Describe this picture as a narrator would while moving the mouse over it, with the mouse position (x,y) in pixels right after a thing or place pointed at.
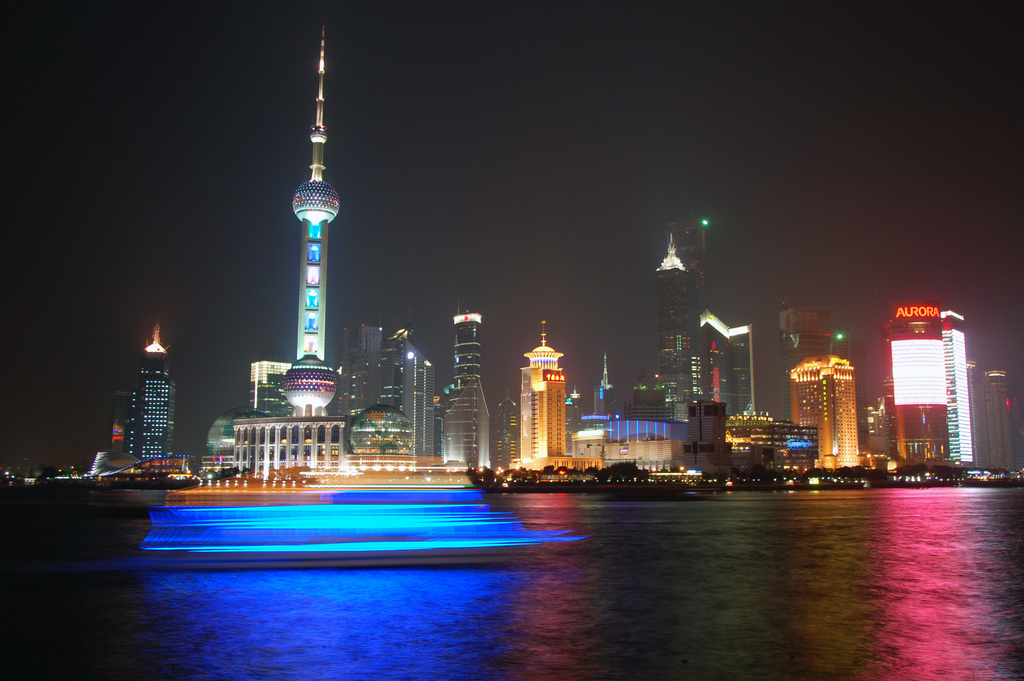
As we can see in the image there is water (699,598), trees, buildings (720,382) and sky (764,69). The image is little dark.
